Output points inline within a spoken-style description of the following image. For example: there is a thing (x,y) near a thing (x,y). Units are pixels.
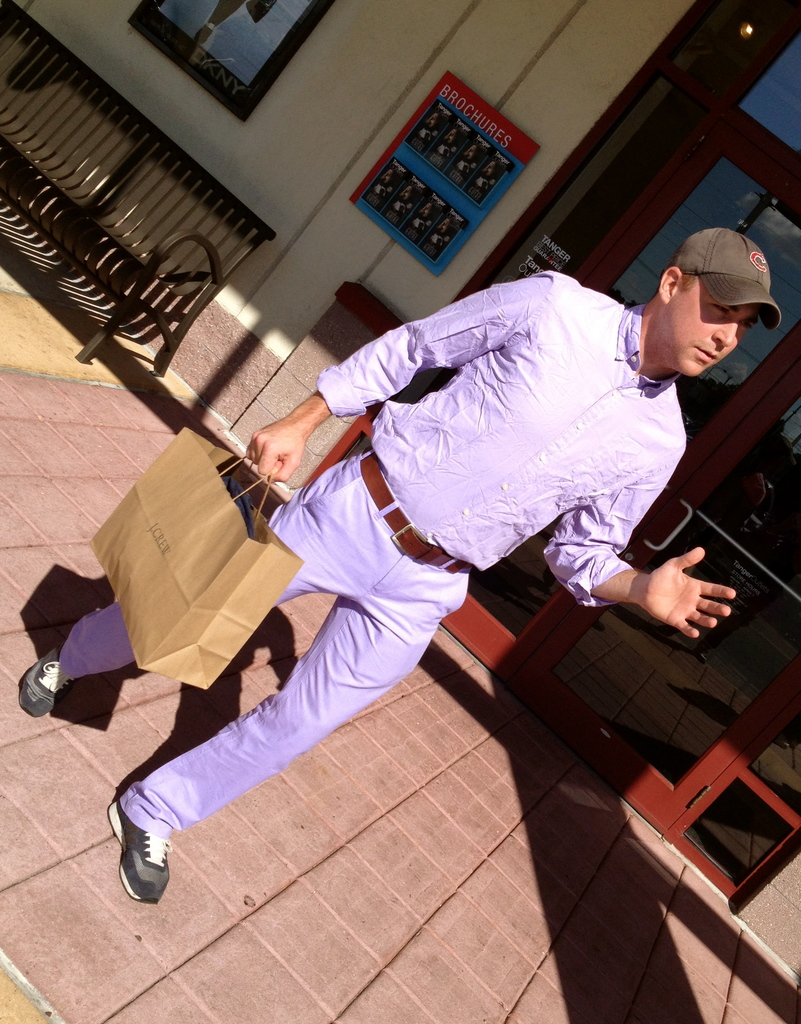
This is the picture of a building (766,75). In the foreground (395,611) there is a person (395,611) holding the bag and he is walking. At the back (48,175) there is a bench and there is a frame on the wall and there is a door (754,188). At the bottom (324,899) there are tiles (268,877).
